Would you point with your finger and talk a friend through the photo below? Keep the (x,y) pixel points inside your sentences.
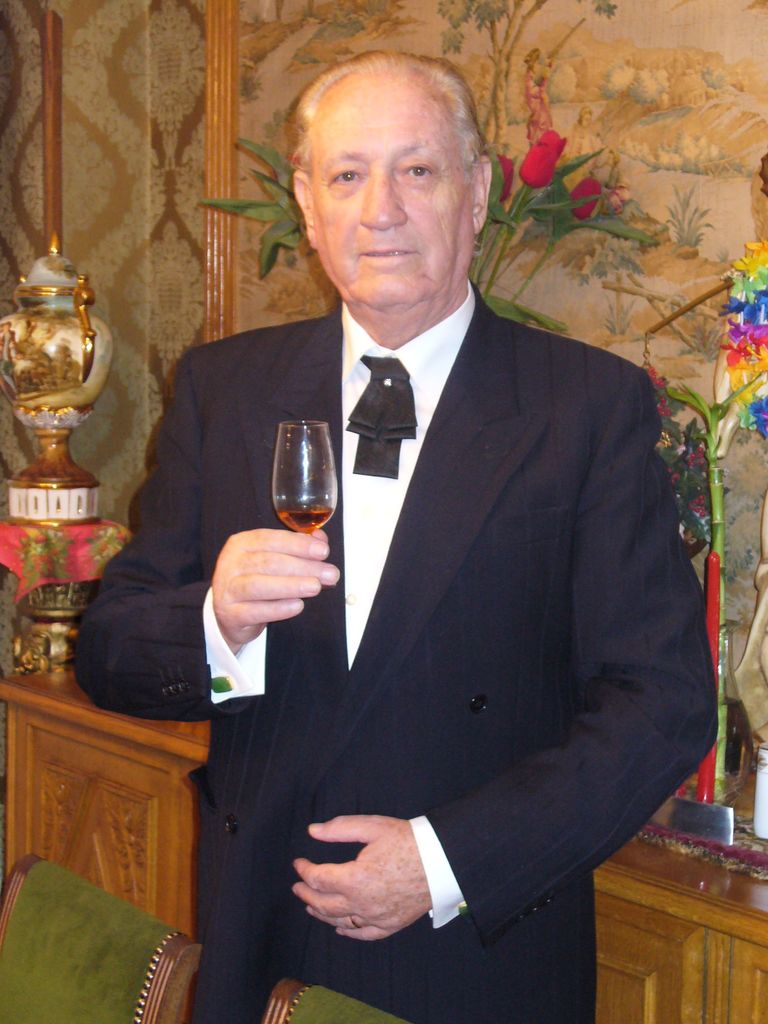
A man (356,545) is holding wine glass (318,461) in his hand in front of him there are two chairs (356,1017). Behind him there are frames (727,216) on the wall (738,198) and cupboards (742,928).
